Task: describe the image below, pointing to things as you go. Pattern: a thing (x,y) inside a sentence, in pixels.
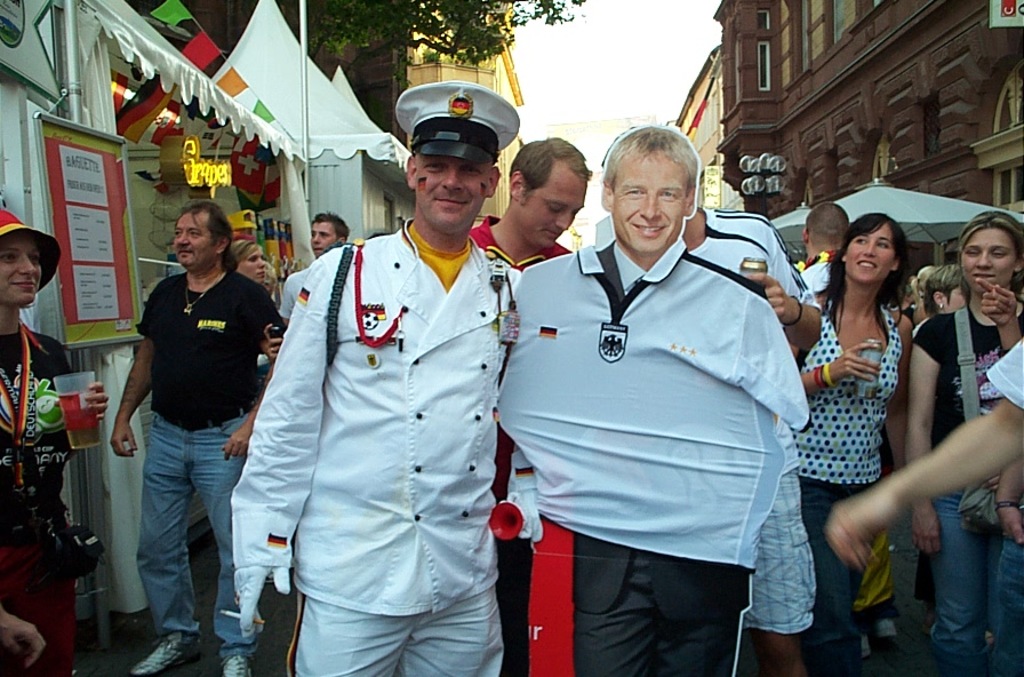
In this image there are a few people (489,387) standing on the road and few (392,493) are holding an object (99,434) in their hand (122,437). On the left side of the image (204,167) there are stalls (157,197). In the background (523,102) there are buildings (817,85).
